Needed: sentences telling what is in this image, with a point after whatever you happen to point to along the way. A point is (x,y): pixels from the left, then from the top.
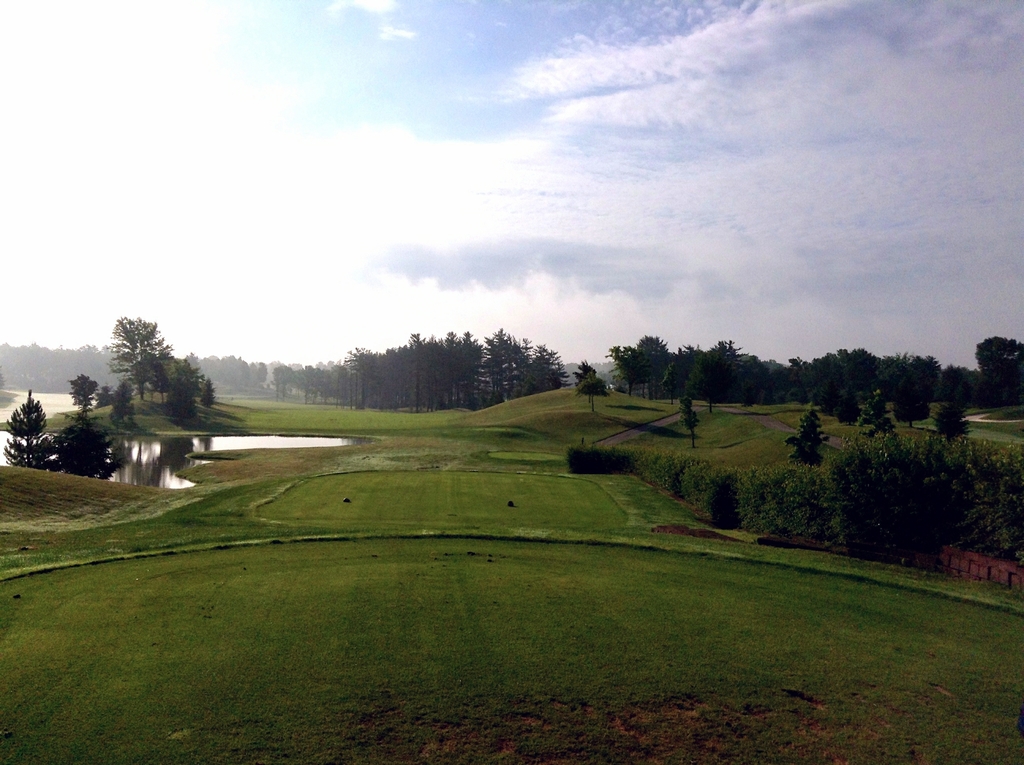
There is greenery (459,573) and water (291,442) in the foreground (627,536) and the sky (515,221) at the top side (601,107).
